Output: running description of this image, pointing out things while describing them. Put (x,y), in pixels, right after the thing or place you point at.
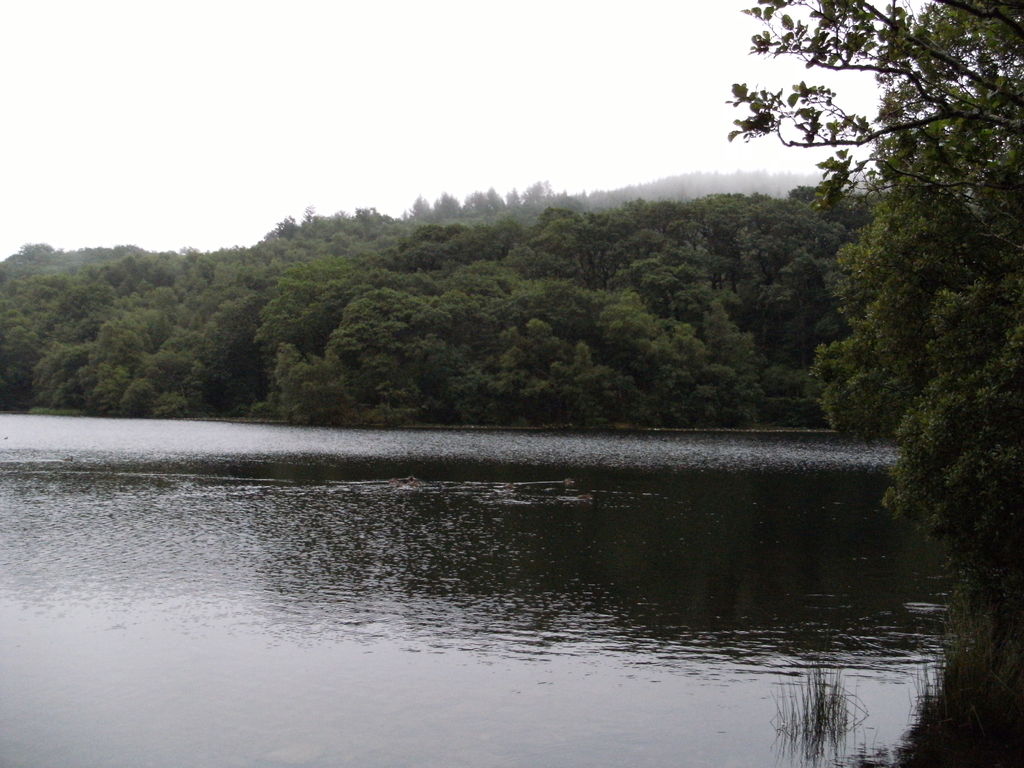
In this image there is a water (507,463) in the middle (454,456). In the background (653,234) there is a forest (512,293). At the top (368,170) there is sky (347,133).
